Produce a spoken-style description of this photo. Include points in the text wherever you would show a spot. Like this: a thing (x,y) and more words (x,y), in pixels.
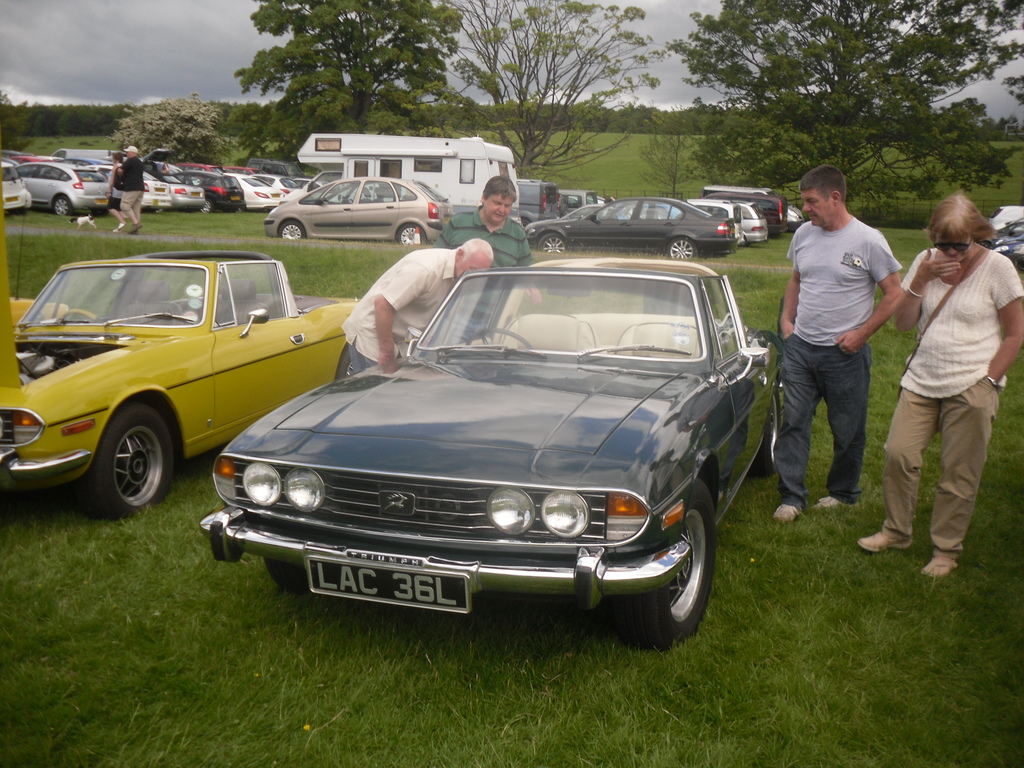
There are vehicles (467,346) and people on the grassland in the foreground area of the image (155,336), there are people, vehicles (419,149), trees (456,111), grassland (611,140) and the sky (135,98) in the background (266,112).
